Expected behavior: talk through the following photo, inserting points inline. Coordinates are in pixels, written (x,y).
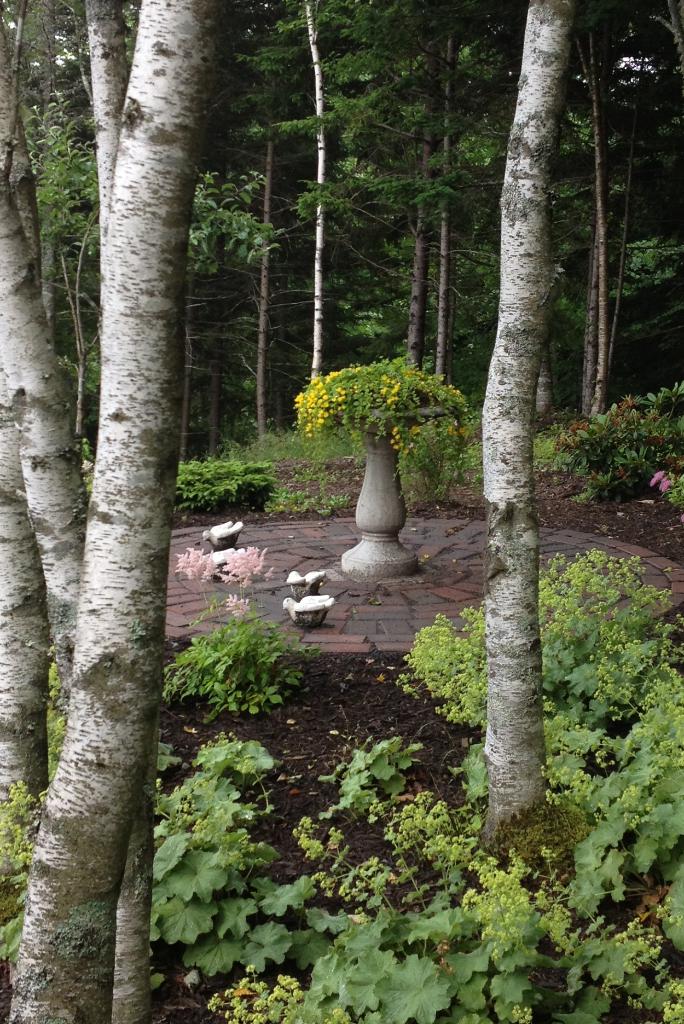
In this picture we can see plants (218,945) on the ground (413,713), pot (371,503), birds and in the background (461,115) we can see trees (375,103).
